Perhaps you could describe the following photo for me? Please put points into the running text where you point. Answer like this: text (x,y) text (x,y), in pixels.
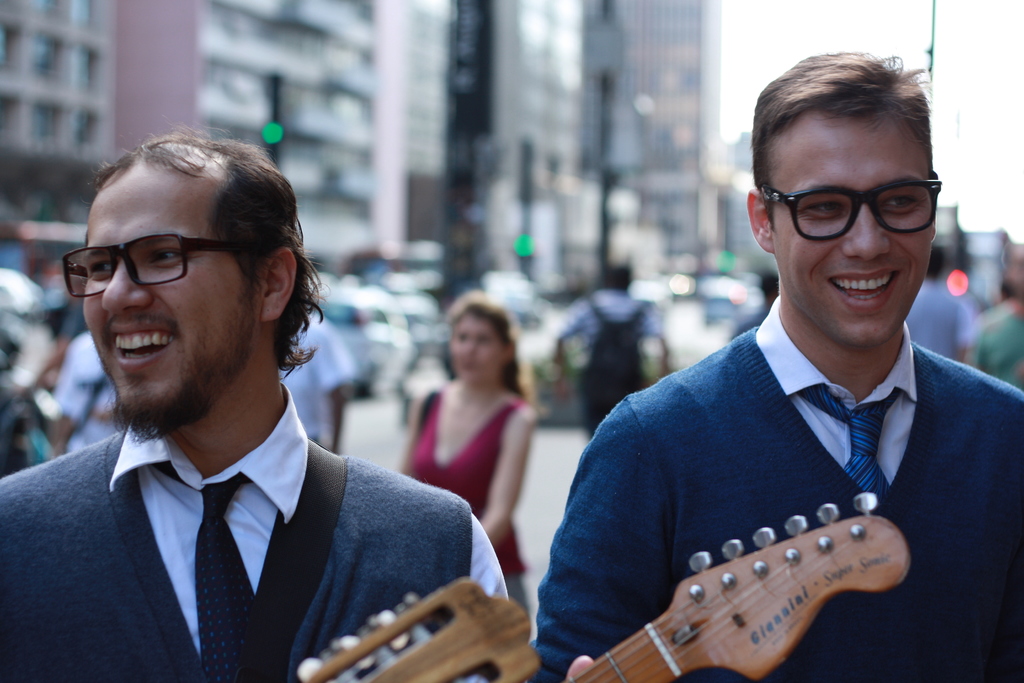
This picture is of outside. On the right (911,376) there is a man (940,610) smiling and seems to be standing. On the left (177,443) there is a man (157,423) smiling, seems to be walking and holding guitar (633,670), behind him there is a woman (487,430) seems to be walking. In the background (585,317) we can see a group of people (633,305), cars (398,340) and buildings (700,89) and also the sky (973,56).
